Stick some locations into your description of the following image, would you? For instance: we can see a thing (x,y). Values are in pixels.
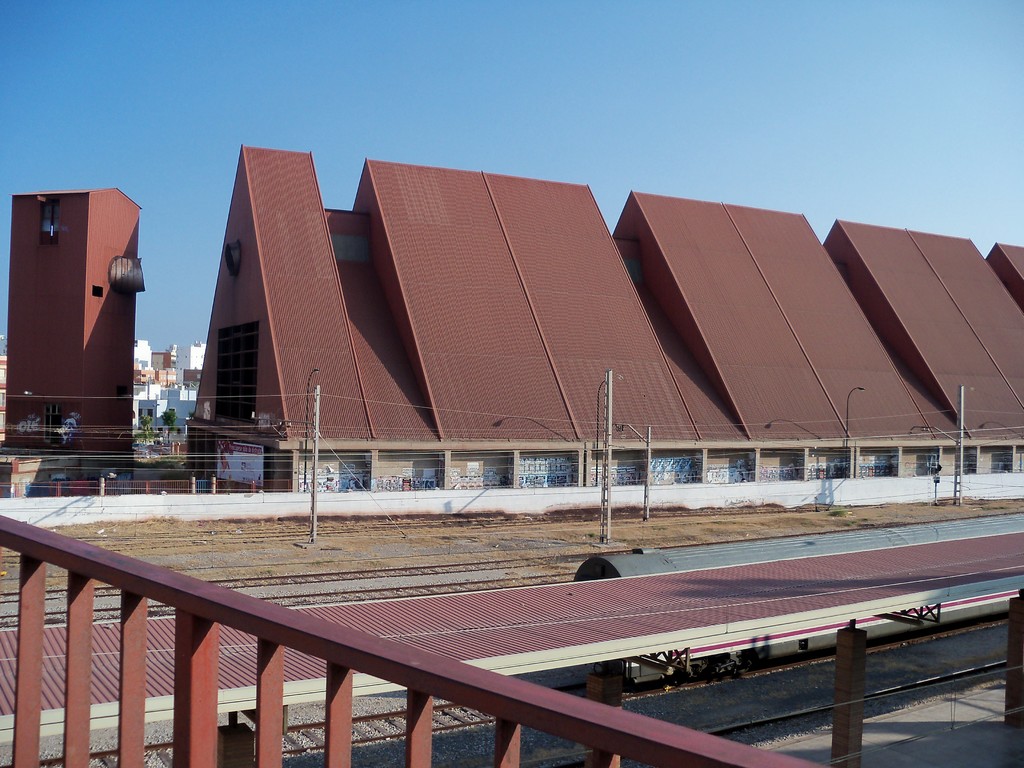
At the bottom of the picture (133,700), we see an iron railing (278,708). Beside that, there are railway tracks (806,693). Beside that, we see electric poles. Behind that, there is a large building (474,350) in brown color. There are trees (150,431) and buildings (167,399) in the background (183,379). At the top of the picture (437,101), we see the sky (491,157).
